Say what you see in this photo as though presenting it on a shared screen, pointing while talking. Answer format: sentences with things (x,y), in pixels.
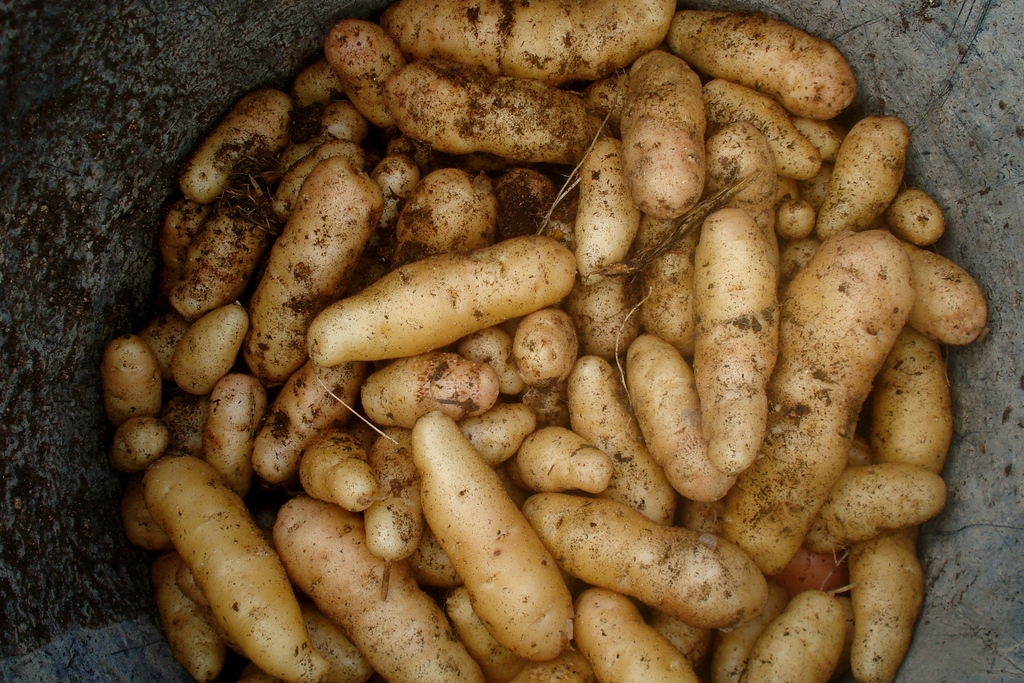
Here we can see potatoes (543,357). On the right side (962,653) and left side of the image (87,194), we can see bucket sides (91,163).
